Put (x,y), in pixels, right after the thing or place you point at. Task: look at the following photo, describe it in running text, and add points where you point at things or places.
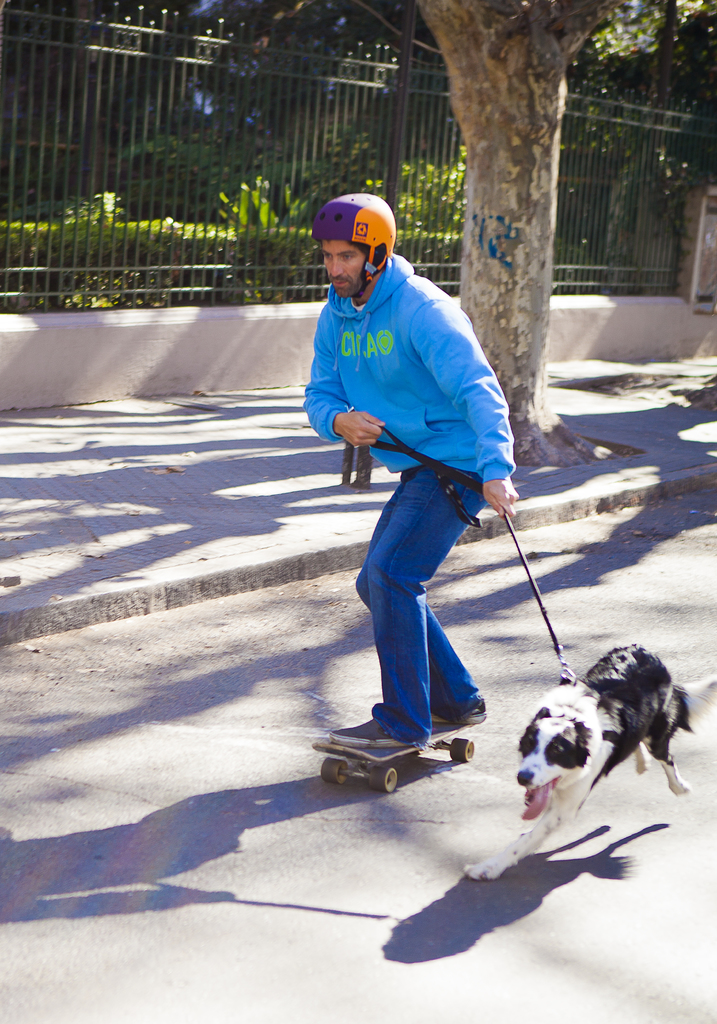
In the center of the image (385,347) we can see person (438,528) skating on the road (320,810) holding a dog (531,741). In the background (136,157) we can see tree (514,282), fencing (570,245), plants (254,185) and grass (128,245).
